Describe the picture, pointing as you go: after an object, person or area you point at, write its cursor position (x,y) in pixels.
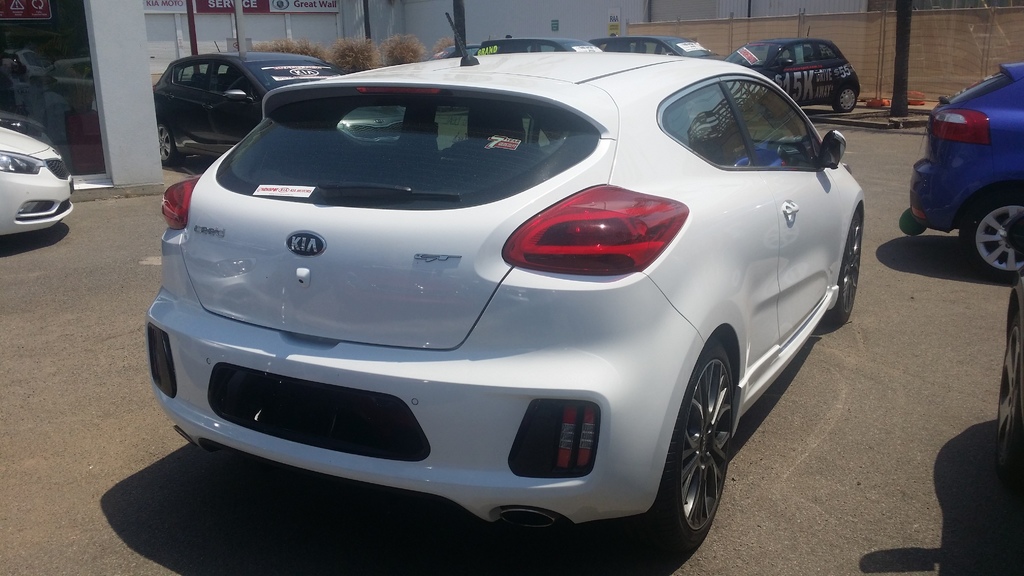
Here in this picture we can see number of cars (565,118) present on the road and we can also see plants (345,62) present and we can also see some poles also present over there and on the left side (100,31) we can see a store (112,38) present.
